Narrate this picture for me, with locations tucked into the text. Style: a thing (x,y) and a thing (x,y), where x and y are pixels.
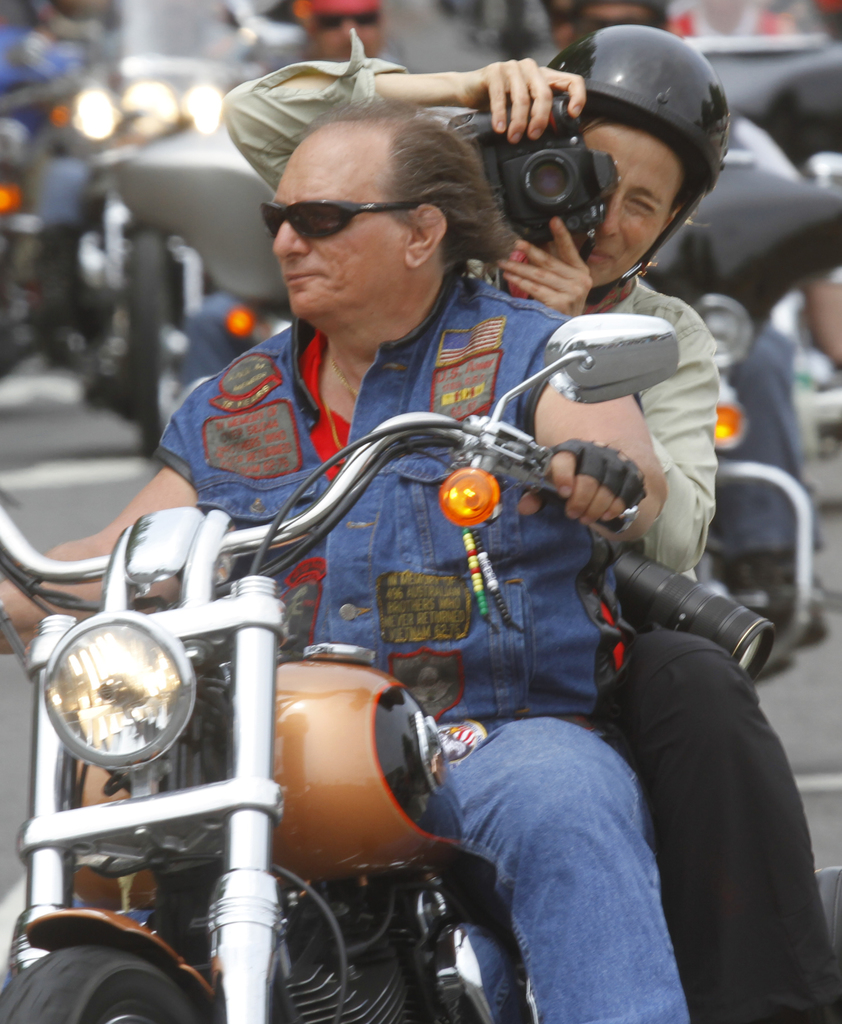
In this picture we can see man (359,212) wore goggles (316,216), jacket (539,553) riding bike (327,679) and at back of his woman (577,80) wore helmet (601,80) holding camera (557,160) in her hand (562,86) and sitting and in background (221,65) we can see other person (314,49) also riding bike (120,212) on road (51,454).
